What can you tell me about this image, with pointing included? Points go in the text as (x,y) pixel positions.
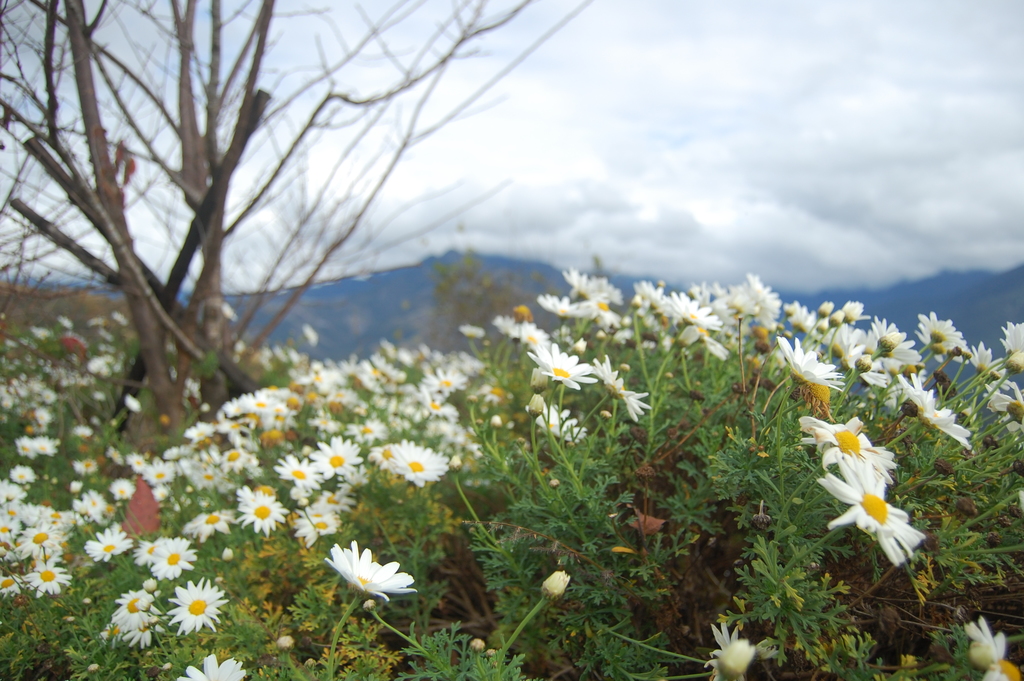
In this image I can see few mountains (973,319), dry trees (203,158), few white and yellow color flowers (551,361). The sky (615,127) is in white and blue color.
